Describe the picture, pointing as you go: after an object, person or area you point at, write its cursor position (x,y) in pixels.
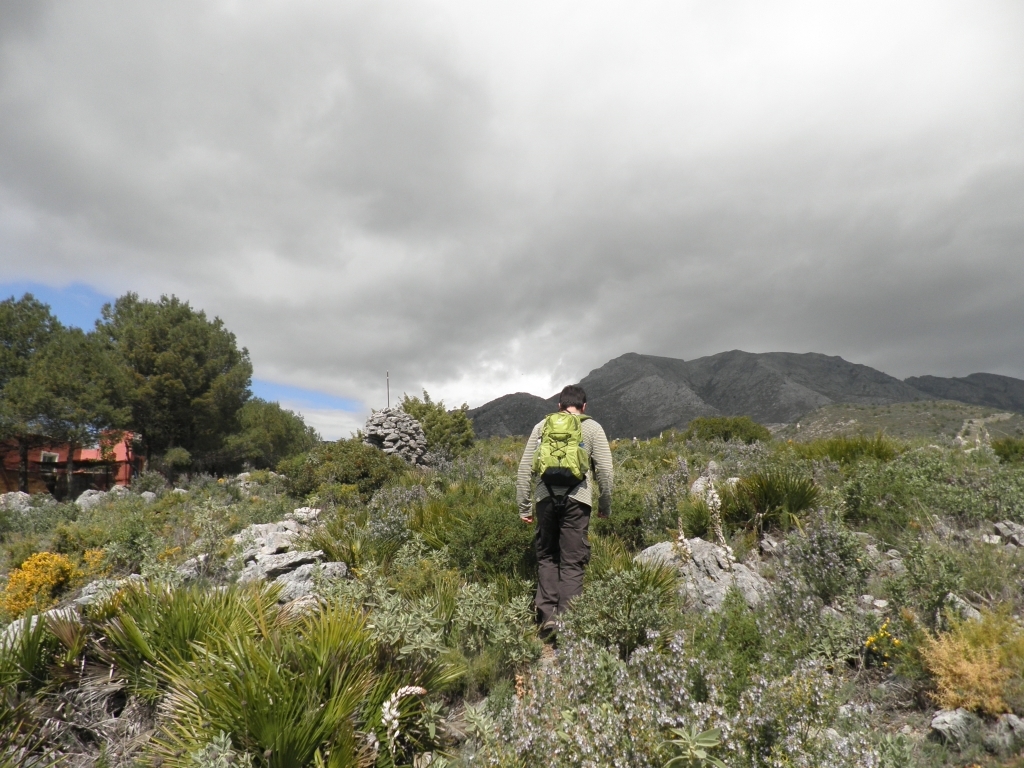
In this image there is a man (586,517) walking on the ground (525,536). On the ground (371,547) there are small plants (489,551) and stones (693,563). In front of him there are hills (760,383). On the left side (132,375) there are trees (110,403) under which there is a house (104,452). At the top (445,195) there is sky (477,183) with the clouds (482,174).
